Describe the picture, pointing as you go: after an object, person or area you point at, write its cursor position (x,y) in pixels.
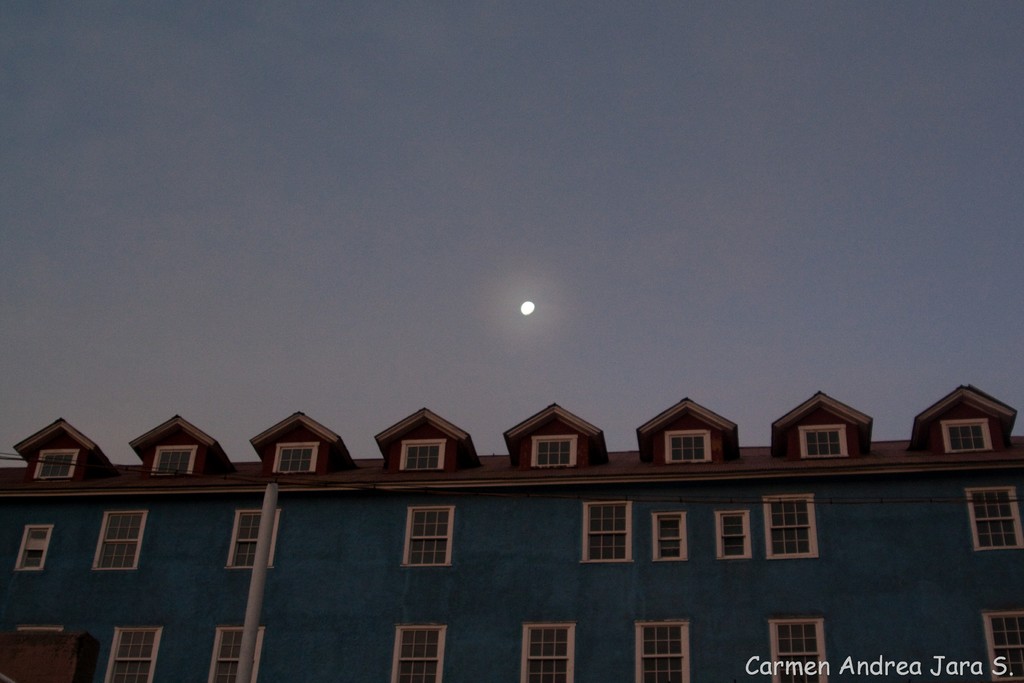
At the bottom of the picture (418,501), we see a building (523,595) which is blue in color. We even see windows (125,636), and a pole (256,649). At the top of the picture (495,141), we see the sky (450,220) and the moon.
